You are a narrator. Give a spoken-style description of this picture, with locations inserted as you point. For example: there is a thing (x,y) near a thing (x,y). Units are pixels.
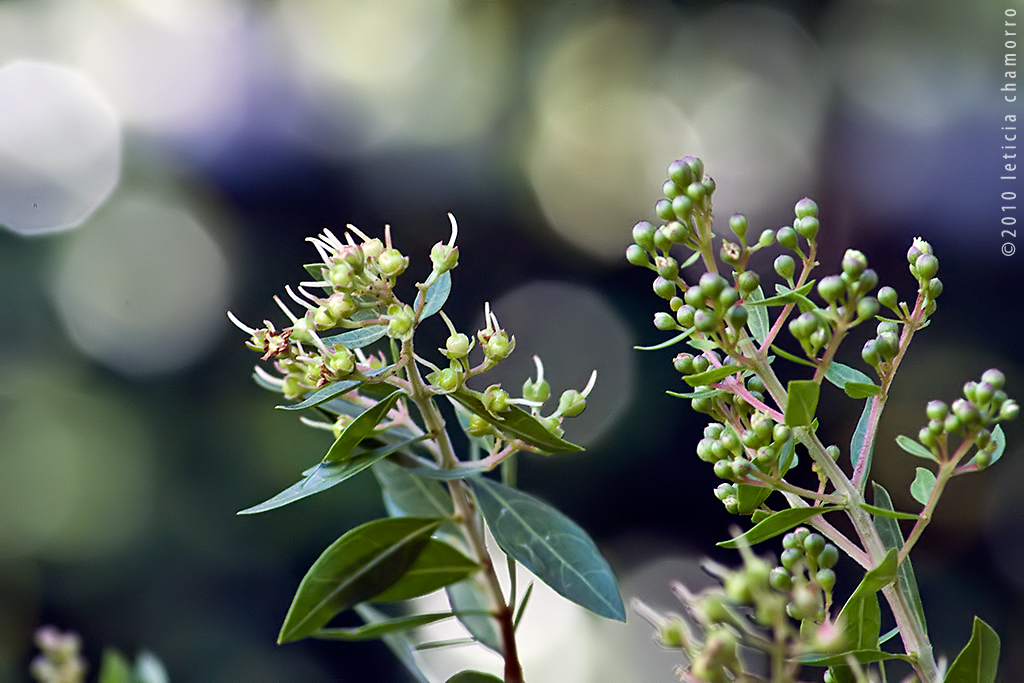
In this image in the middle (504,419) there are plants (748,560), buds (721,471), leaves (443,512). On the right (1012,200) there is a text (1014,231).
